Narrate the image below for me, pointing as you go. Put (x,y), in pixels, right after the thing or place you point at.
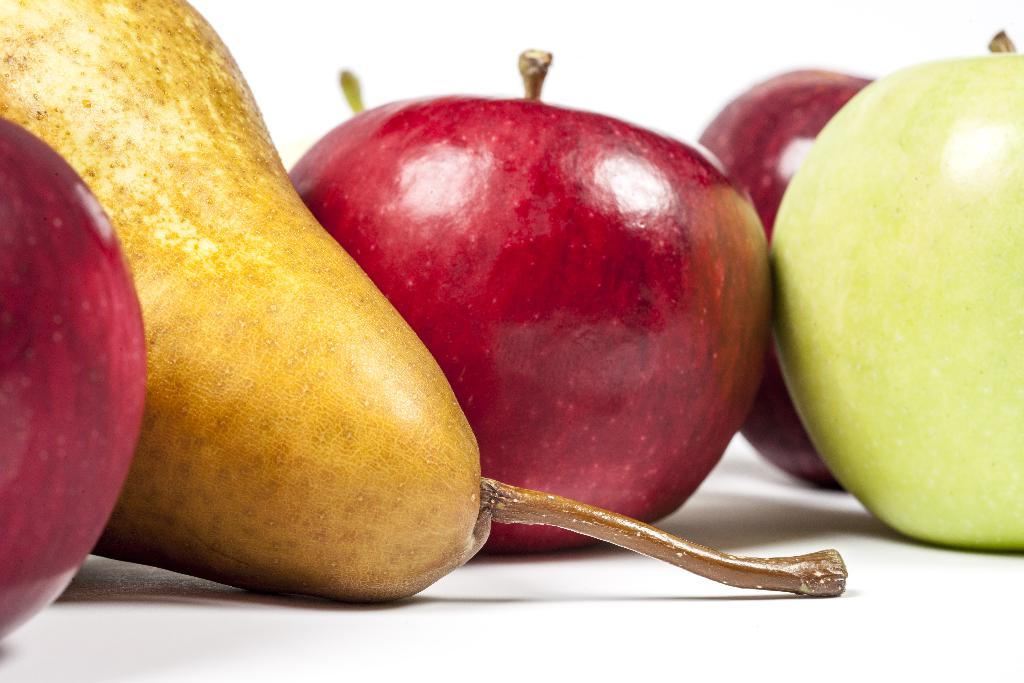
In this image, I can see the red apples (547,259), a green apple (917,203) and a pear (327,399). The background (384,50) looks white in color. I think this is a stem (752,559).
